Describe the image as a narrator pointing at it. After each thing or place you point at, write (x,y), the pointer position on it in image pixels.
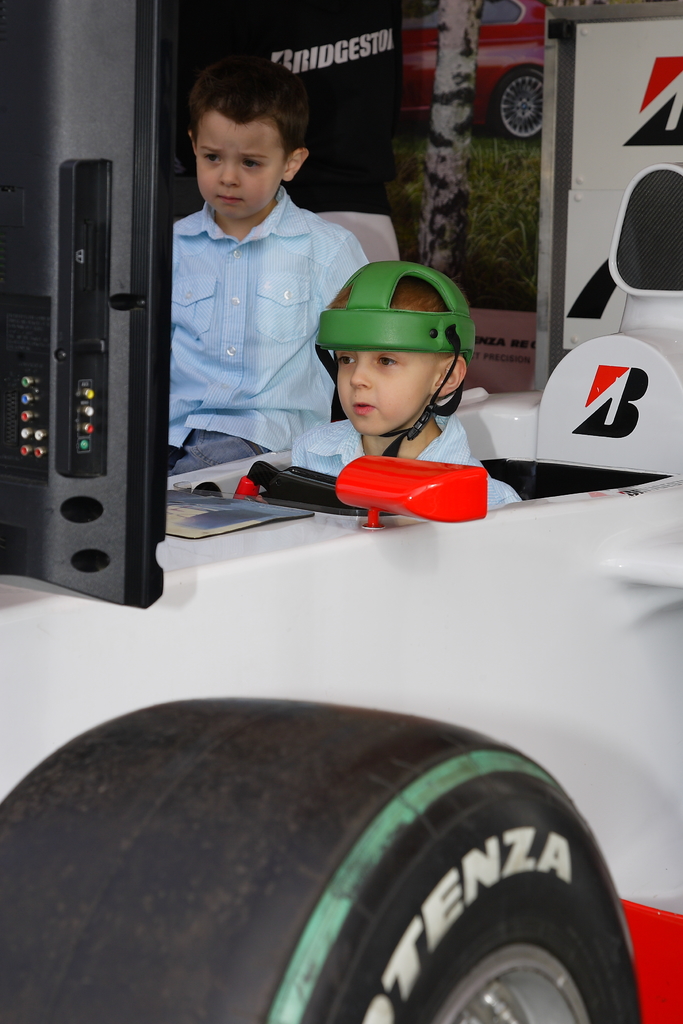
In this image there are two kids (235,388). One is wearing a green color helmet (363,344) and sitting inside the vehicle (406,573). In the background (472,131) there is a poster (471,107) attached to the wall (462,132).
